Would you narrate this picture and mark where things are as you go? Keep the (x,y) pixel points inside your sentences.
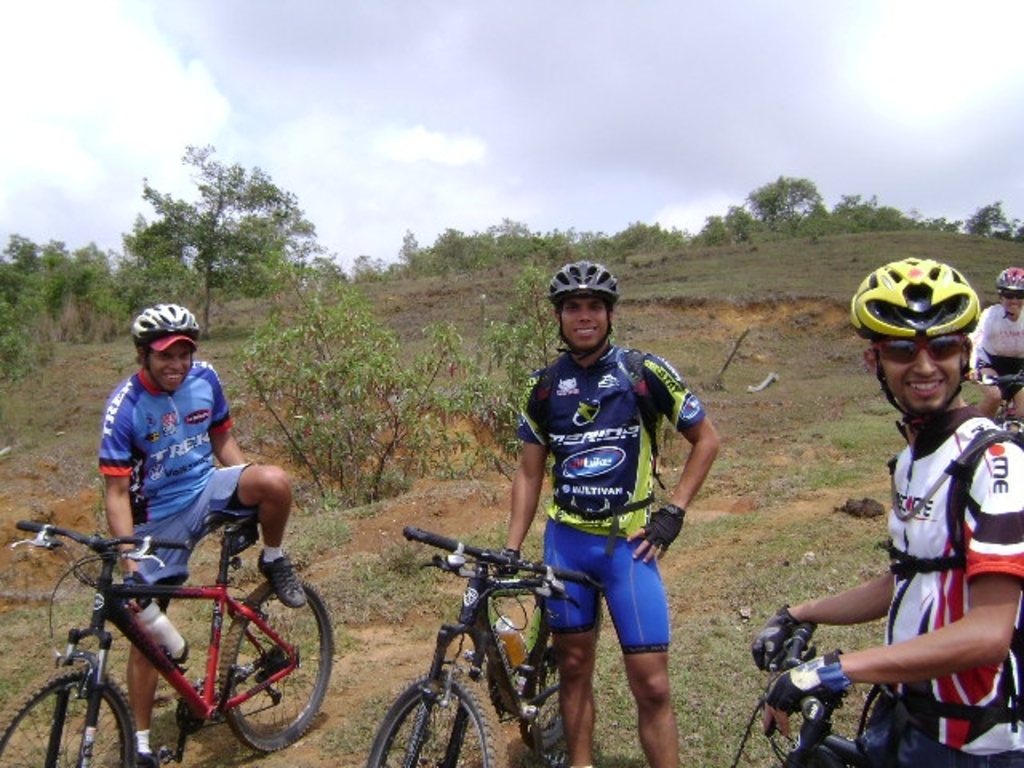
In this picture in the front (980,467) there are persons (982,386) standing and sitting on bicycle (179,593). In the background (360,328) there are trees (671,241) and the sky (530,119) is cloudy and the persons (228,422) are smiling.
